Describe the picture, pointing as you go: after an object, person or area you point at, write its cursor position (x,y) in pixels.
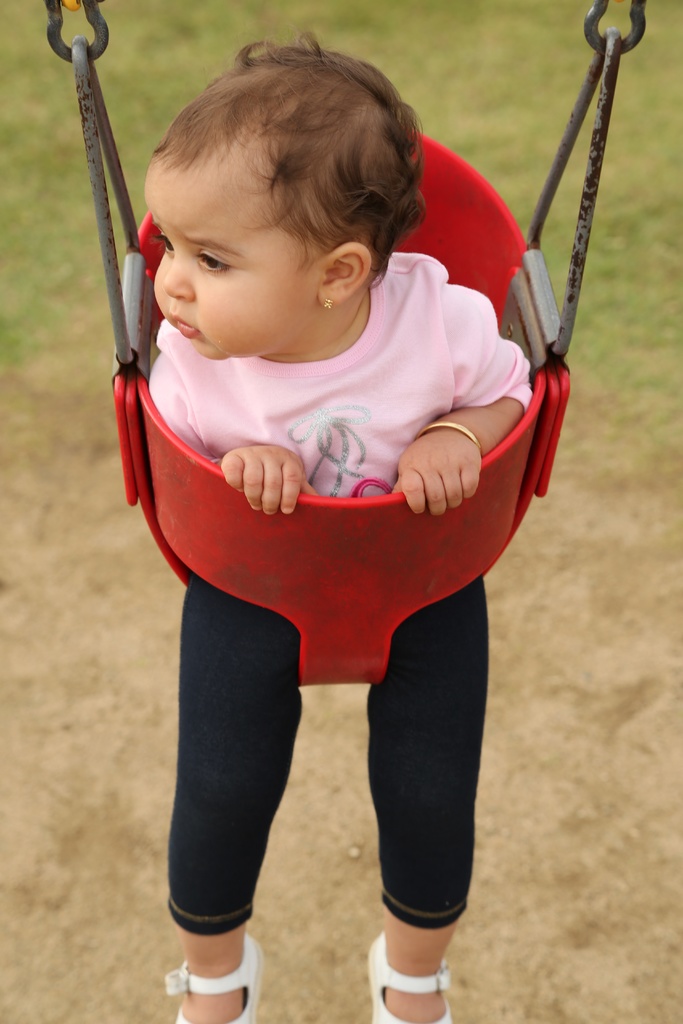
In the picture we can see a baby (197,664) sitting in a chair (520,424) which is hanged to the iron holdings (634,31) and in the background (35,81), we can see a grass surface (673,1) and some part is covered with muddy surface (28,708).
